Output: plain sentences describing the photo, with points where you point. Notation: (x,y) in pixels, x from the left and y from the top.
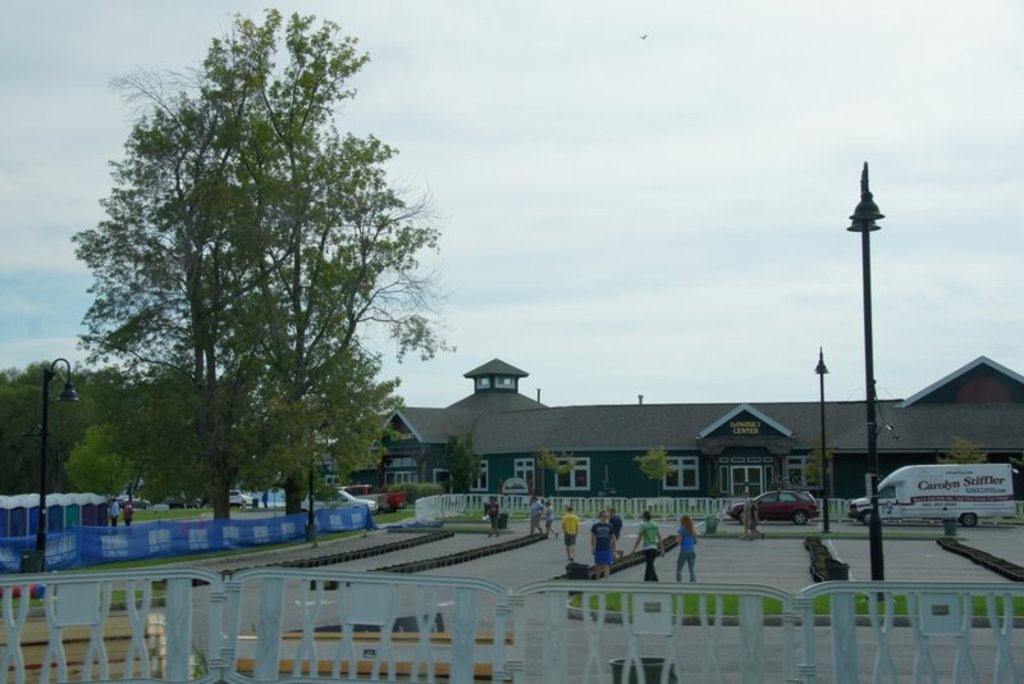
In the center of the image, we can see some people (597,541) walking and on the right (923,509), there are vehicles (903,498) on the road (808,525) and in the background (98,457), we can see trees (335,386), buildings (540,412), lights (309,500) and some other vehicles (335,502). In the front (365,637), we can see a fence (665,632).
